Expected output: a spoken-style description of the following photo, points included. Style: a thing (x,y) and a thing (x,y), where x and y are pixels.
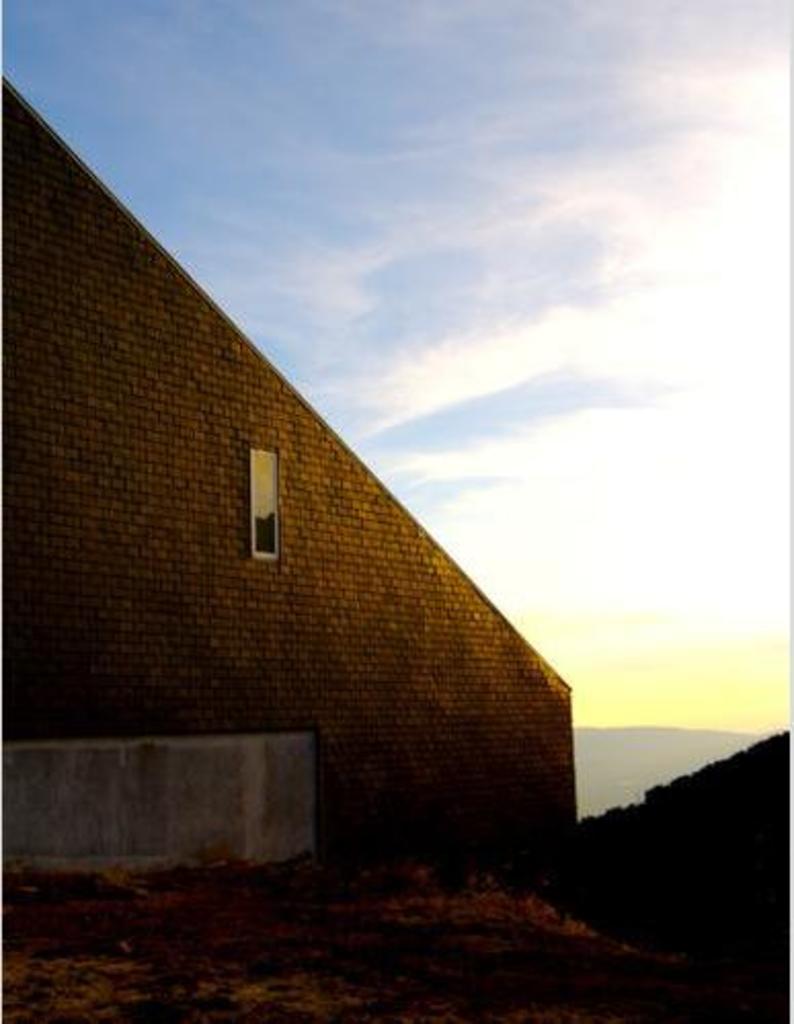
In this image I can see a brown color wall (197,534) and the window (273,491). The sky (273,339) is blue and white color.
